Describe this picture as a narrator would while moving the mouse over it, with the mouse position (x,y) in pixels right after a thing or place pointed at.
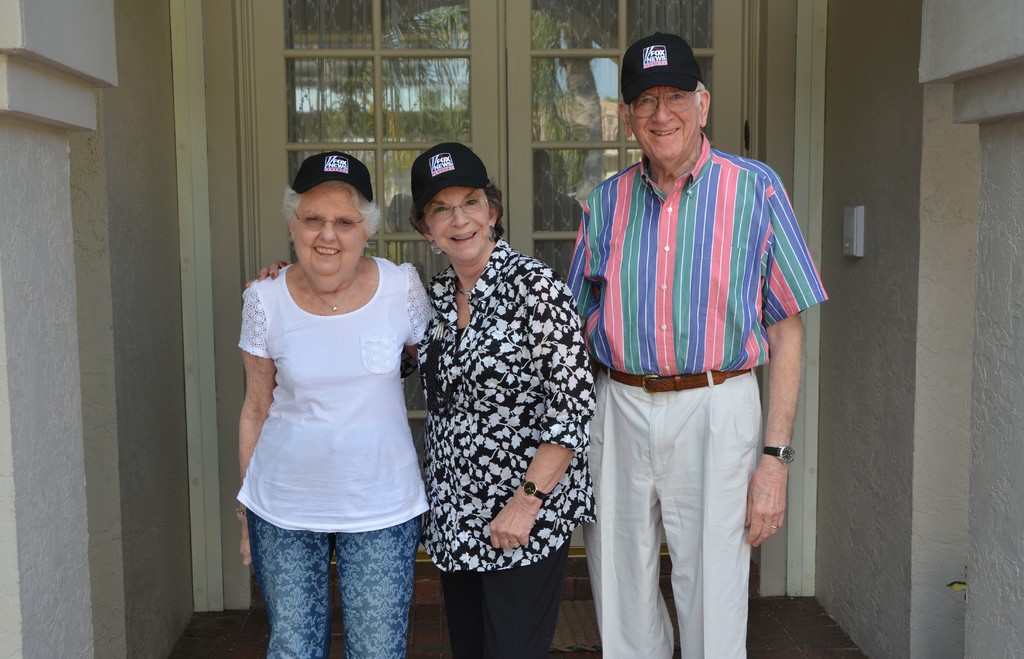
In this image I can see three people (443,212), one man (720,215) and two women (436,282) who are wearing caps (475,164) and giving pose for the picture and behind them I can see doors (468,93) and I can see two concrete walls (47,348) left and right hand side of the picture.
